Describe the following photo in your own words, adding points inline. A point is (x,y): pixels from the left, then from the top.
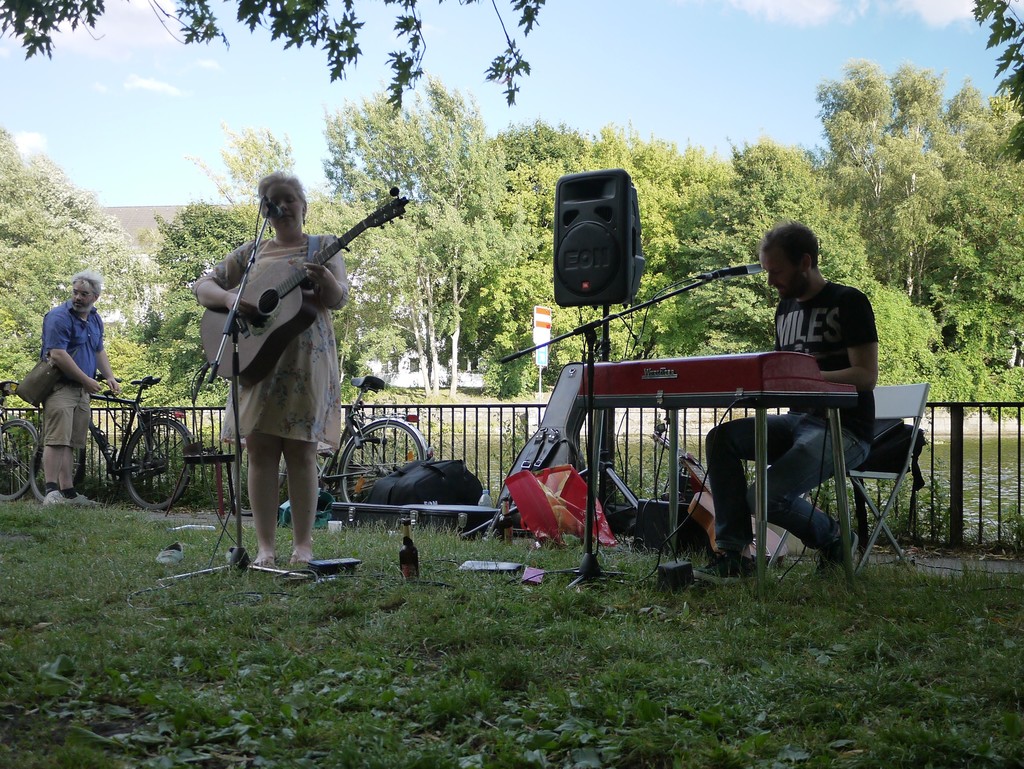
In this image we can see two persons (829,354) playing musical instruments (792,365). In front of the person (804,327) we can see mics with stands (587,474) and a bottle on the grass (382,601). Behind the person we can see a speaker (639,273), fencing (509,467), water (451,446), bicycle (409,455), a building (448,379) and a group of trees (442,360). On the left side (81,274), we can see a person (78,290) carrying a bag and holding the bicycle (121,454). At the top (619,100) we can see the sky (310,113).
